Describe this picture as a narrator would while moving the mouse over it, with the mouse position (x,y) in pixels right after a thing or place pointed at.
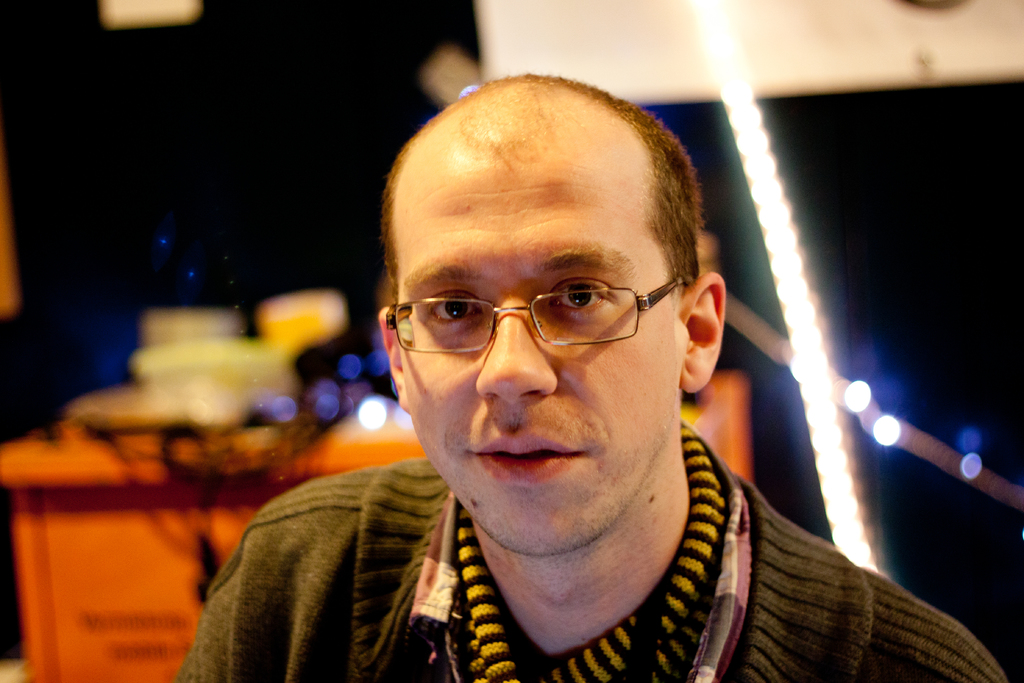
In this image I can see the person (555,496) with yellow, black and grey color dress (609,647). The person (567,394) is wearing the specs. In the background (161,441) I can see some objects (177,474) on the table (223,442) many lights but it is blurry.
